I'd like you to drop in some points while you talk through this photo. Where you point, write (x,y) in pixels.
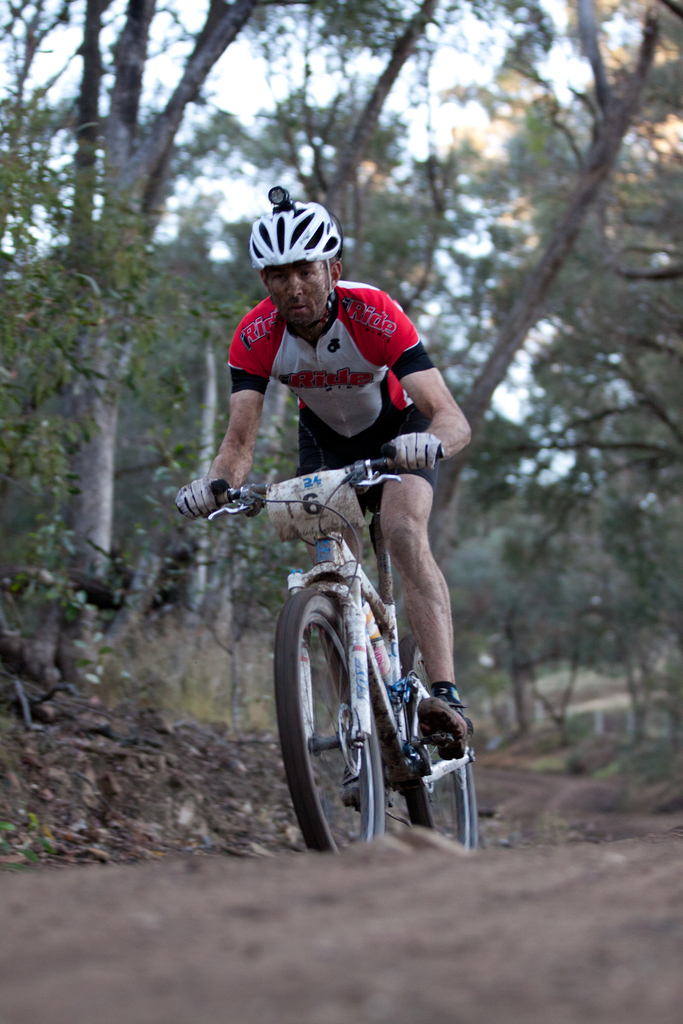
In this image I can see the person (318,455) riding the bicycle (351,646). I can see the person (337,445) wearing the black, red and white color dress (334,398) and also helmet (290,214). In the background (247,243) I can see many trees (273,164) and the sky (263,94).
